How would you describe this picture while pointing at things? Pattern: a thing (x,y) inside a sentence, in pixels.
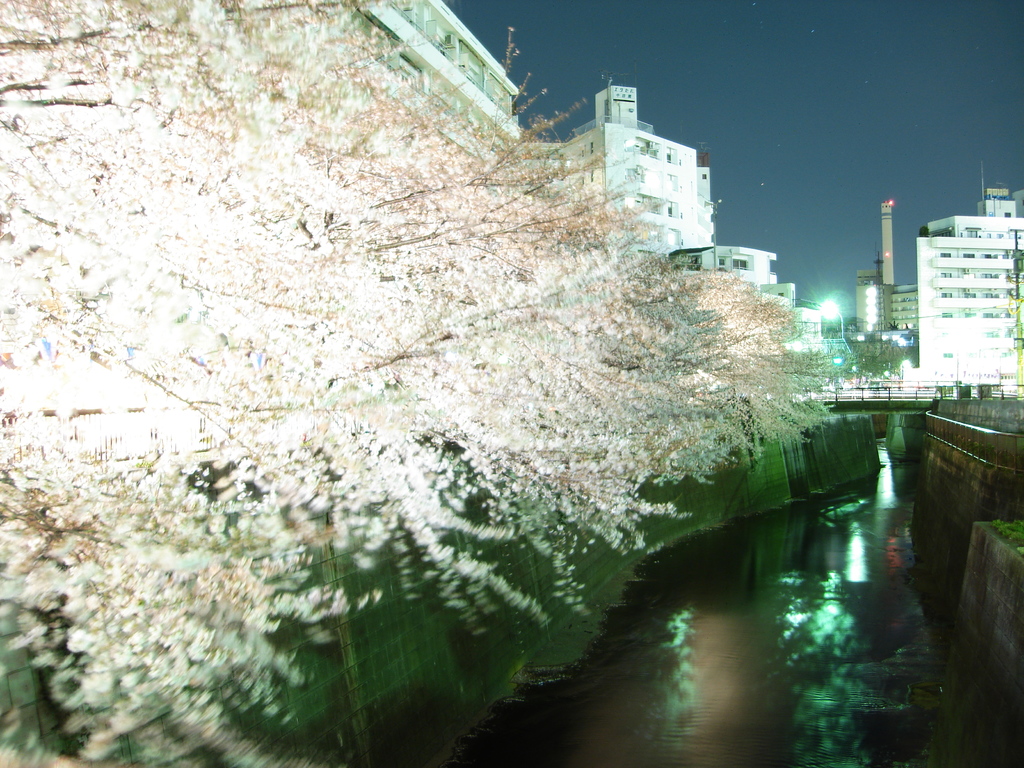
In this image I can see few buildings (964,281), lights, bridge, water (890,489), fencing (145,436), few white color flowers (321,370) to the trees (499,298). The sky (749,102) is in blue color.
